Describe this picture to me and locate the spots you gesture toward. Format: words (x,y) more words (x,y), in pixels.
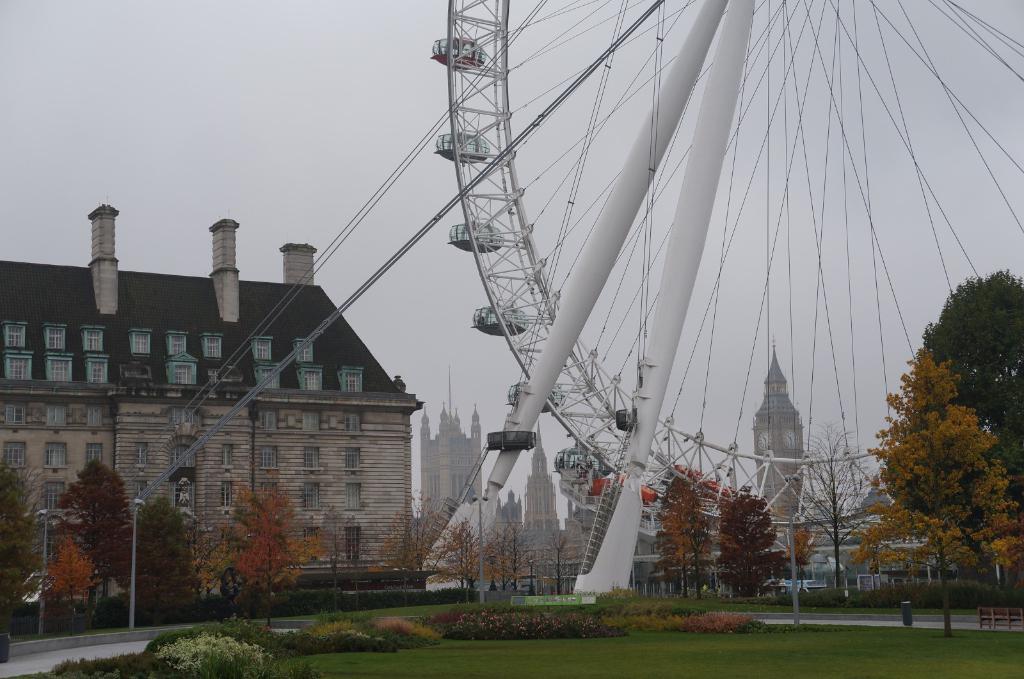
This is grass (569,643). Here we can see plants (454,634), trees (1000,484), poles (790,564), buildings (535,559), and a giant wheel (680,296). In the background (396,236) there is sky (422,349).
